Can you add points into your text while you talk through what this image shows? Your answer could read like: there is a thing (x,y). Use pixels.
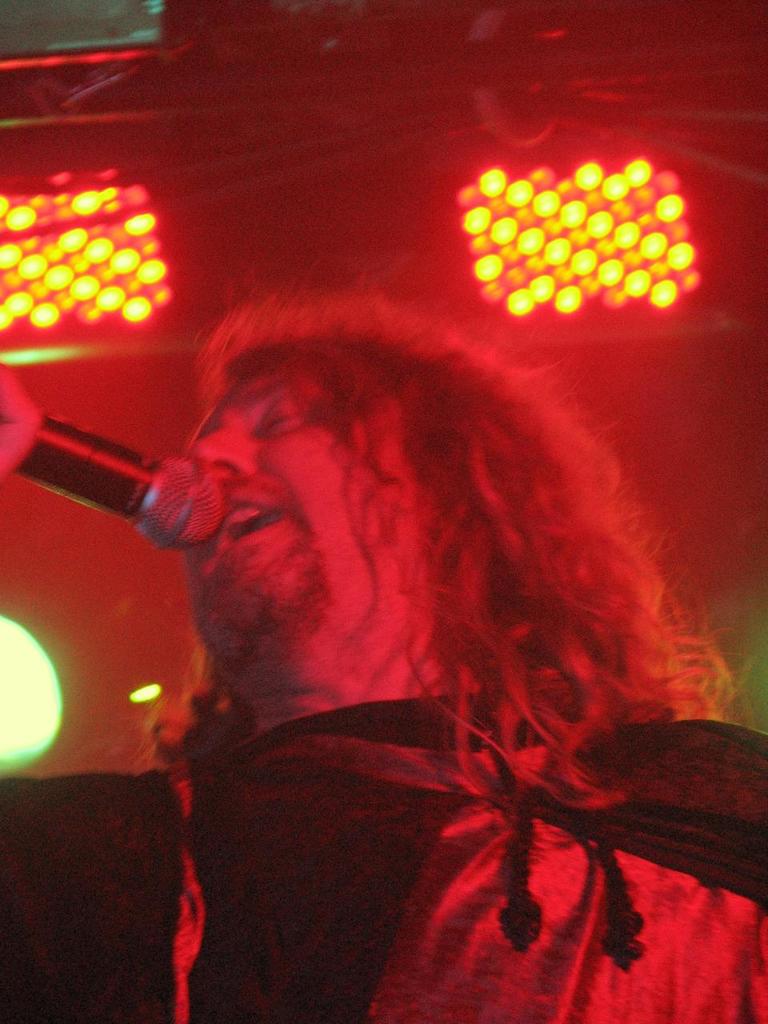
In the center of the image (399,505) a man (330,752) is standing and holding a mic (70,464). In the background of the image (562,203) lights (598,248) are there.
